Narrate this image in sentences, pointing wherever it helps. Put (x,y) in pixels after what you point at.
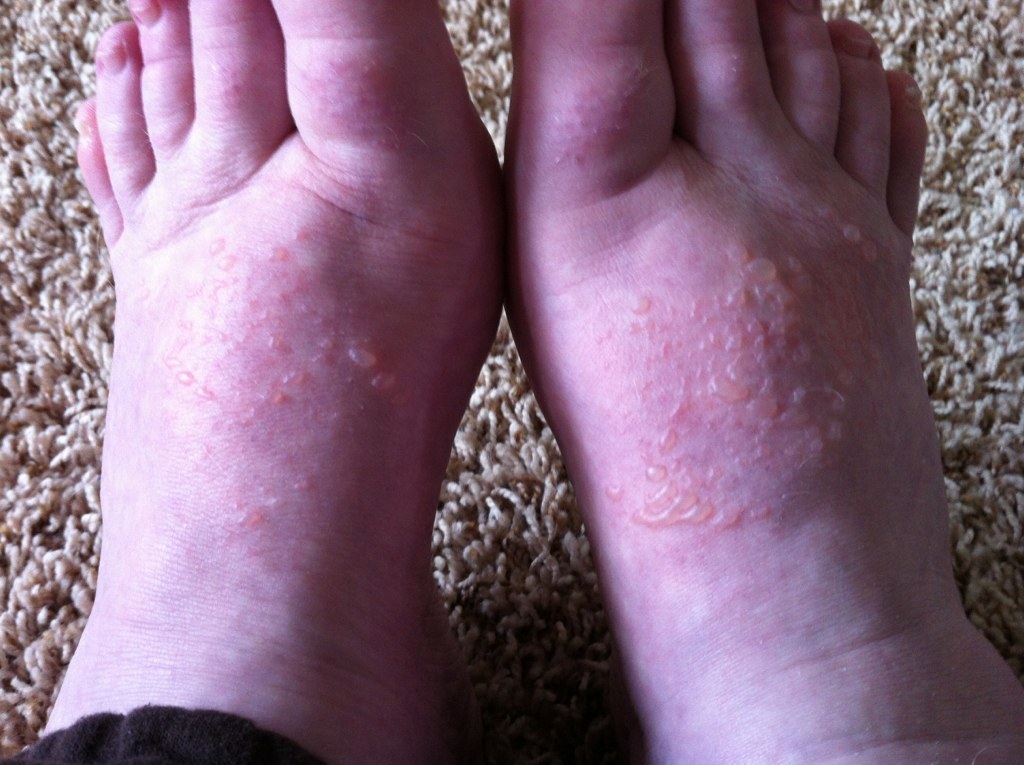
In this image we can see that there are two legs (574,393) on which there are some burns (755,384).
